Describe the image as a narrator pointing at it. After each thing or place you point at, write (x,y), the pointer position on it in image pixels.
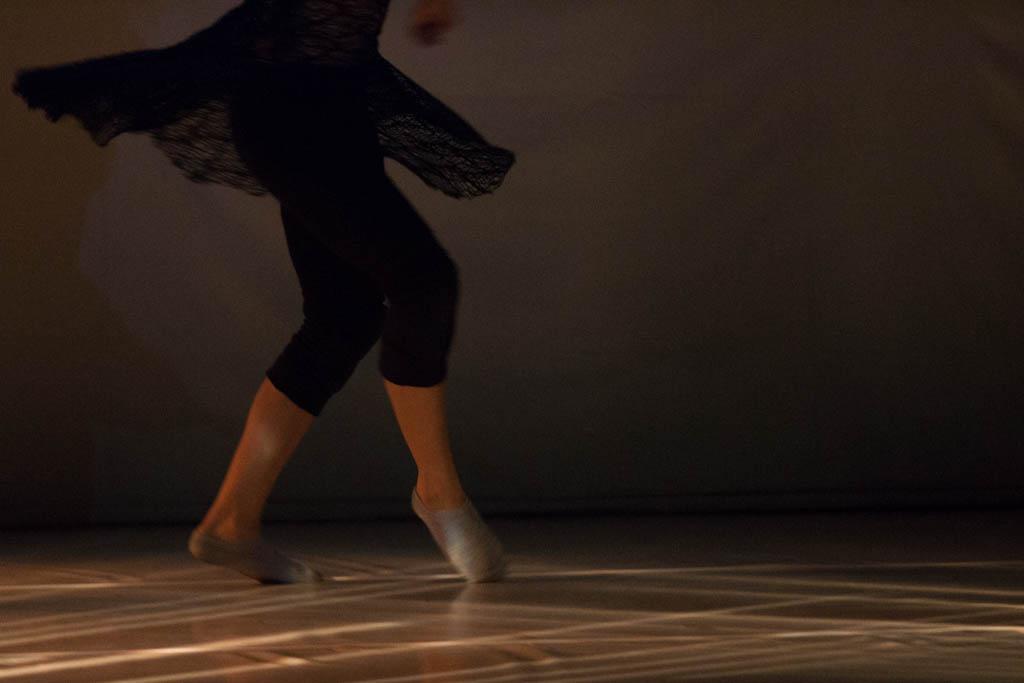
In this picture we can see the woman legs (295,137), wearing black trouser (405,229) and dancing on the floor (637,612). Behind there is a wall (157,258) and dark background (140,333).
